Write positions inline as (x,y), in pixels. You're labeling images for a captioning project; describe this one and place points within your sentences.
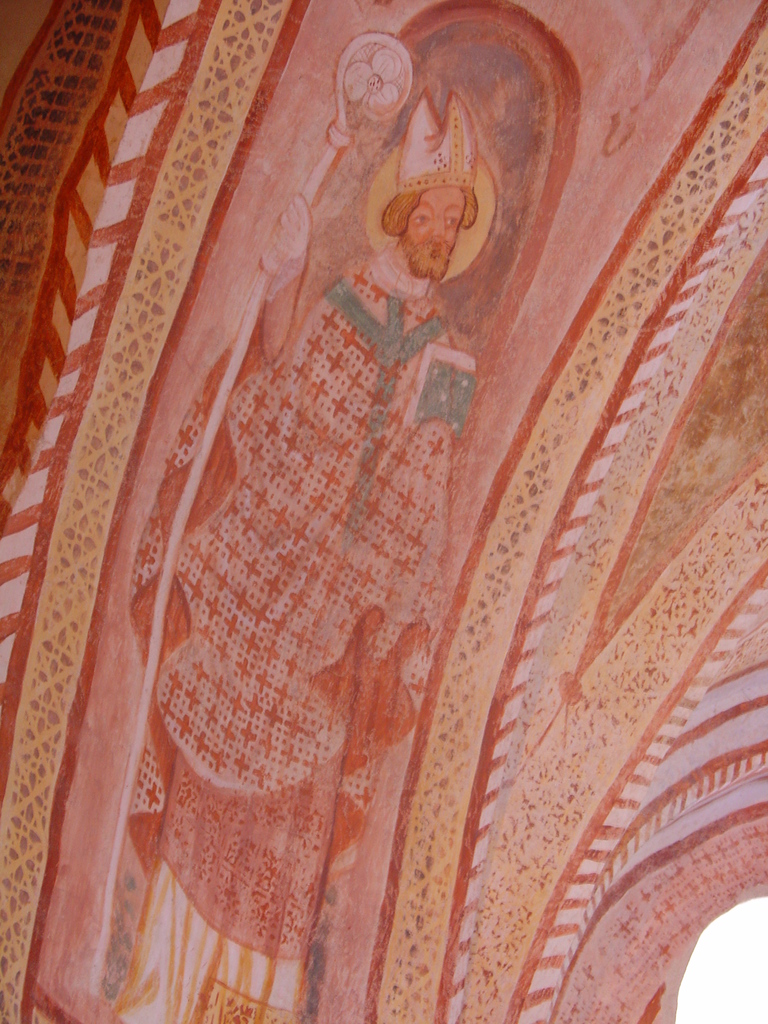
In this picture we can see a painting (455,411) of a person (351,391) and design (521,420).
